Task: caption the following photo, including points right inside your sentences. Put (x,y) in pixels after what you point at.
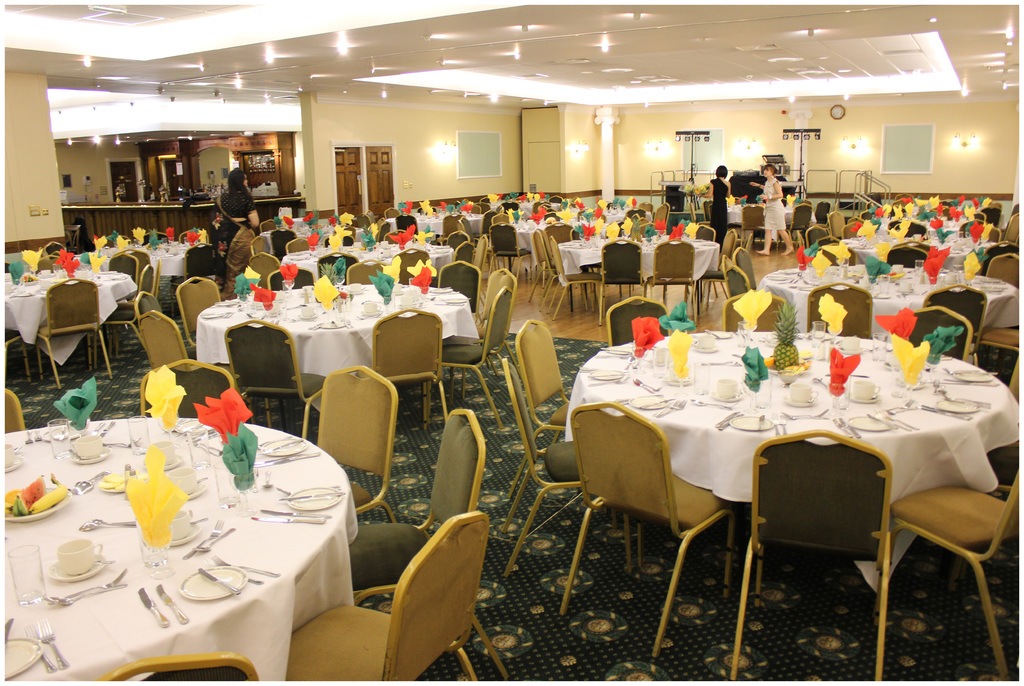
In this we can see a table (776,402) and cups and plates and cups (853,391) and some objects (914,400) on it, and here are the chairs (790,468), and here a person (725,195) is standing, and here is the pillar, and here is the wall (698,115), and here is the lights (862,144).
